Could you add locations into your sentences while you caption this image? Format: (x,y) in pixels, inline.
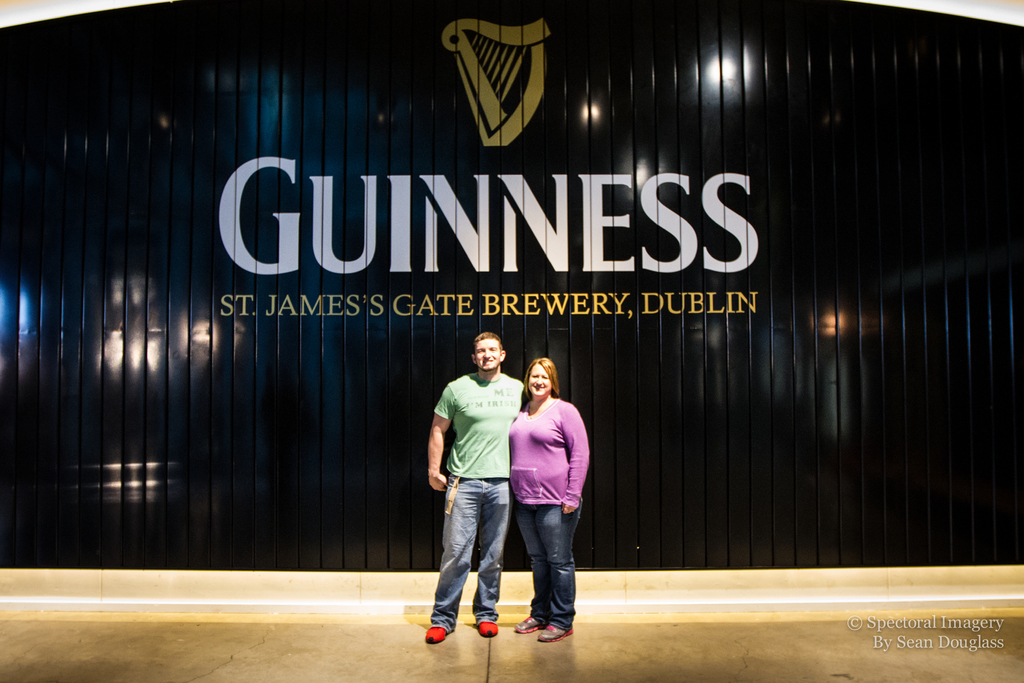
There is a man (460,452) and a woman (522,455) standing. In the back (350,297) there's a wall (265,294). On that something is written. Also there is a logo (496,86). On the right corner (919,637) there is a watermark (911,646).
